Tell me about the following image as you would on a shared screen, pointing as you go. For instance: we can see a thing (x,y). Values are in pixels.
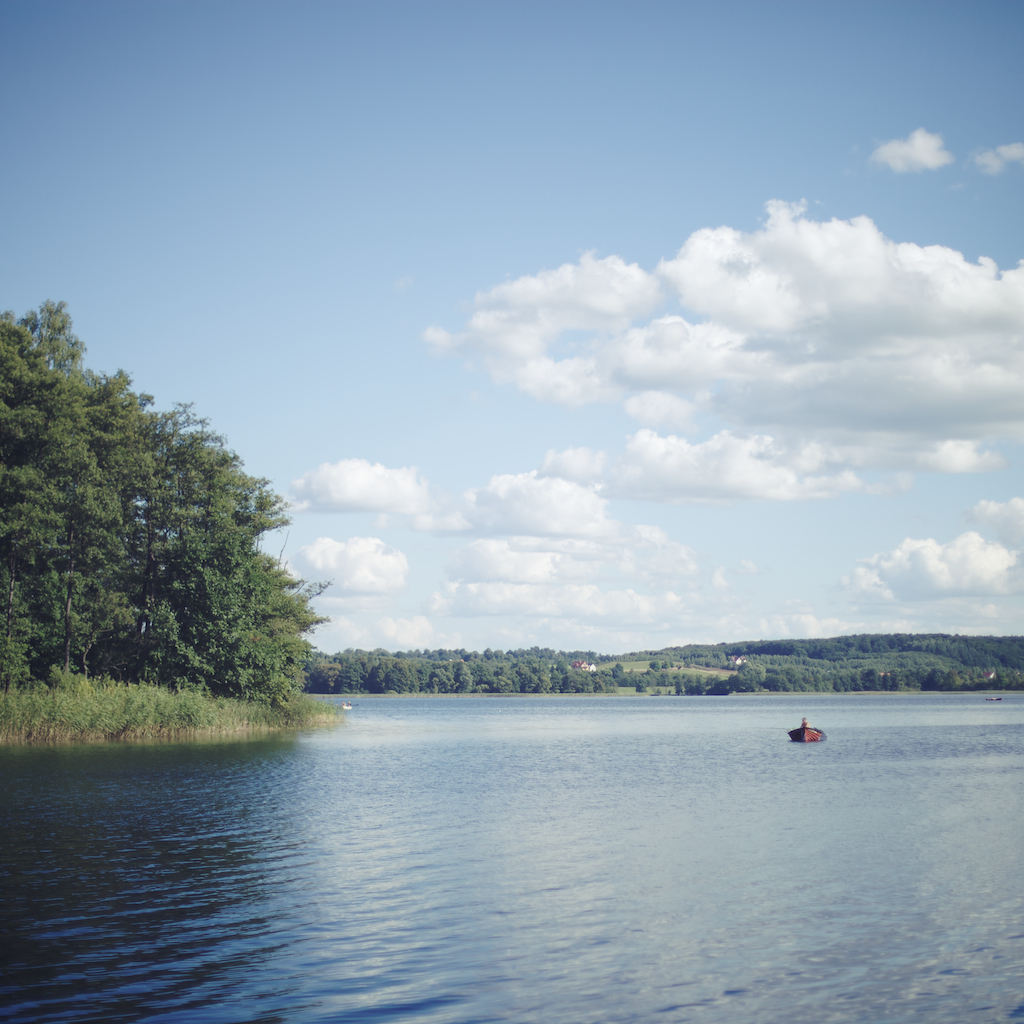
In this image there is a river (645,809) in the middle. In the river (645,809) there is a boat (792,735). In the background (438,653) there are trees (438,653). At the top (405,121) there is the sky (399,129).
